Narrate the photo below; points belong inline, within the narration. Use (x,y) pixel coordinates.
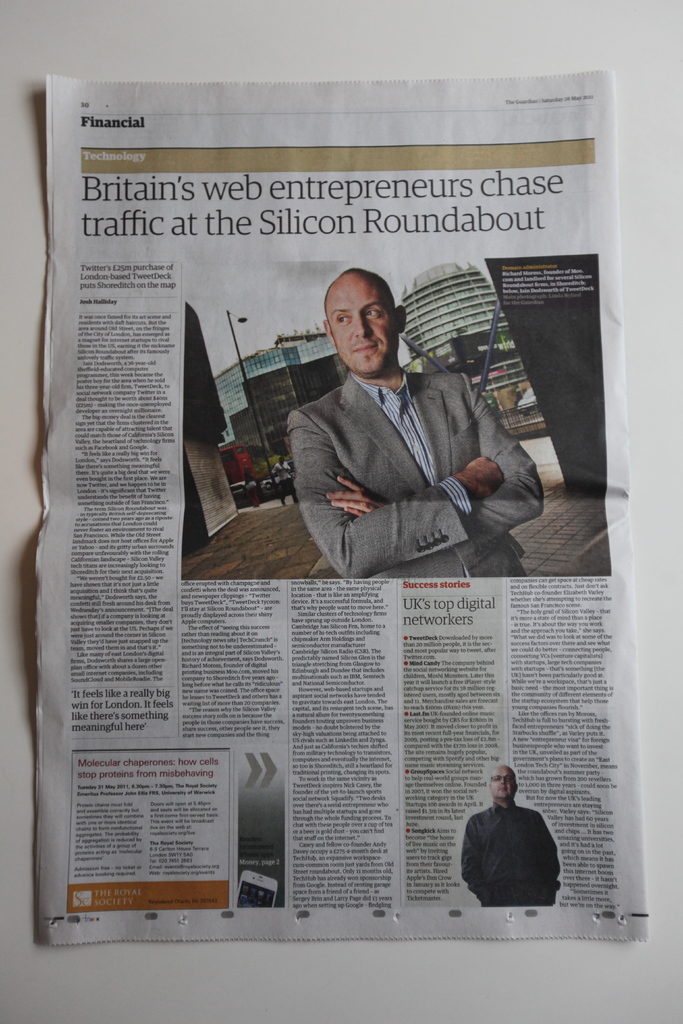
It is a newspaper (381,586) in this a man (403,475) is standing, he wore coat (433,511), shirt (423,463). Behind him there are buildings (518,378).
